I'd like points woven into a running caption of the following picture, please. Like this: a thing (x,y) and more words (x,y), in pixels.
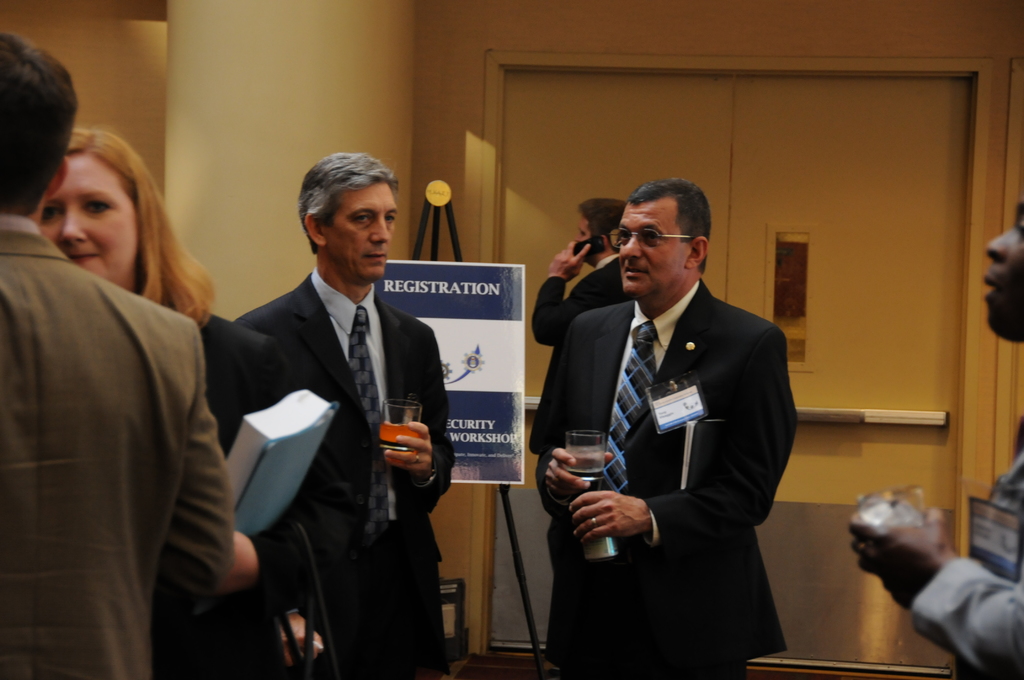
In the image we can see there are people (576,403) wearing clothes (373,428) and they are holding different objects (306,410) in their hands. Here we can see the poster (509,453) and text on it. Here we can see the door (742,243) and the wall (153,58).
